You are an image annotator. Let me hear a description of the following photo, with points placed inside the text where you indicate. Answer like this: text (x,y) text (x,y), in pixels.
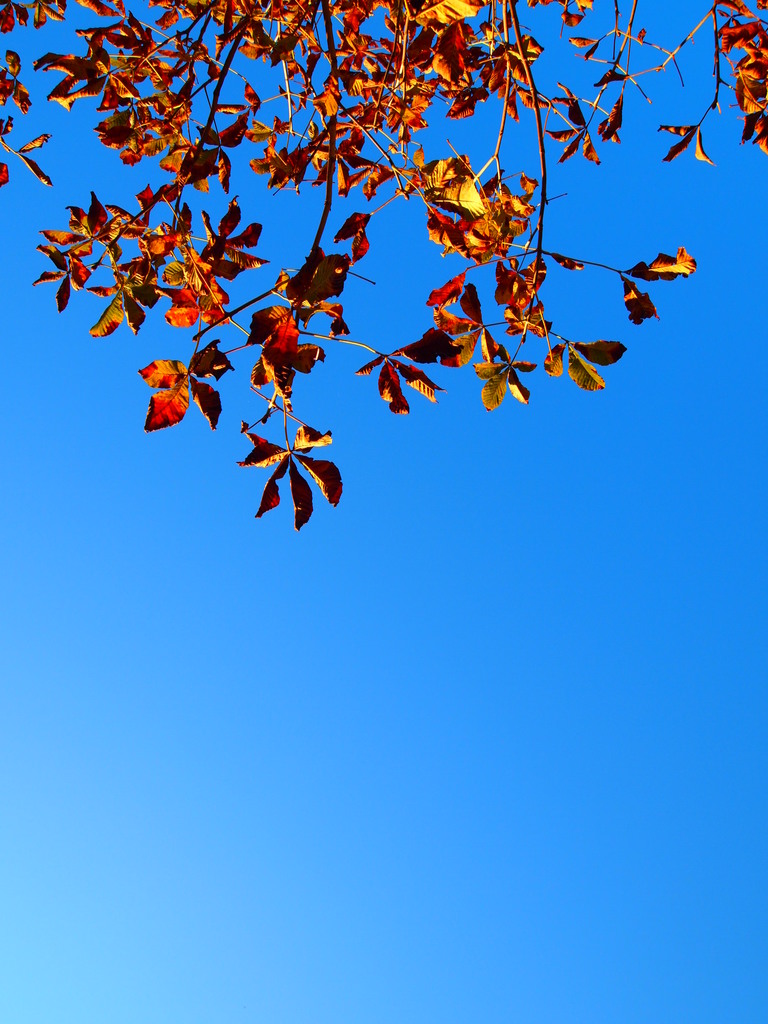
In this picture there are leaves (177,47) at the top side of the image (178,143).
